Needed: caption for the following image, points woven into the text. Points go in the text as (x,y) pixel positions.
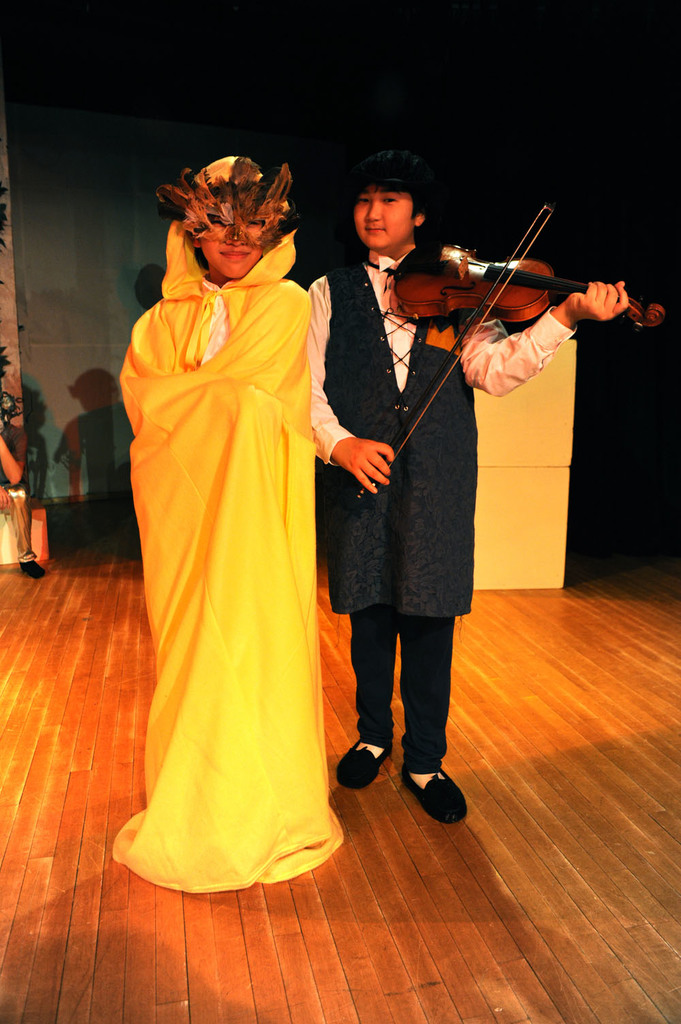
There are two people (290,524) standing. One person (238,489) is wearing a costume (207,527) which is yellow in color, and the other person (385,423) is playing violin (485,271). At background (5,434) I can see a person (30,572) sitting.
